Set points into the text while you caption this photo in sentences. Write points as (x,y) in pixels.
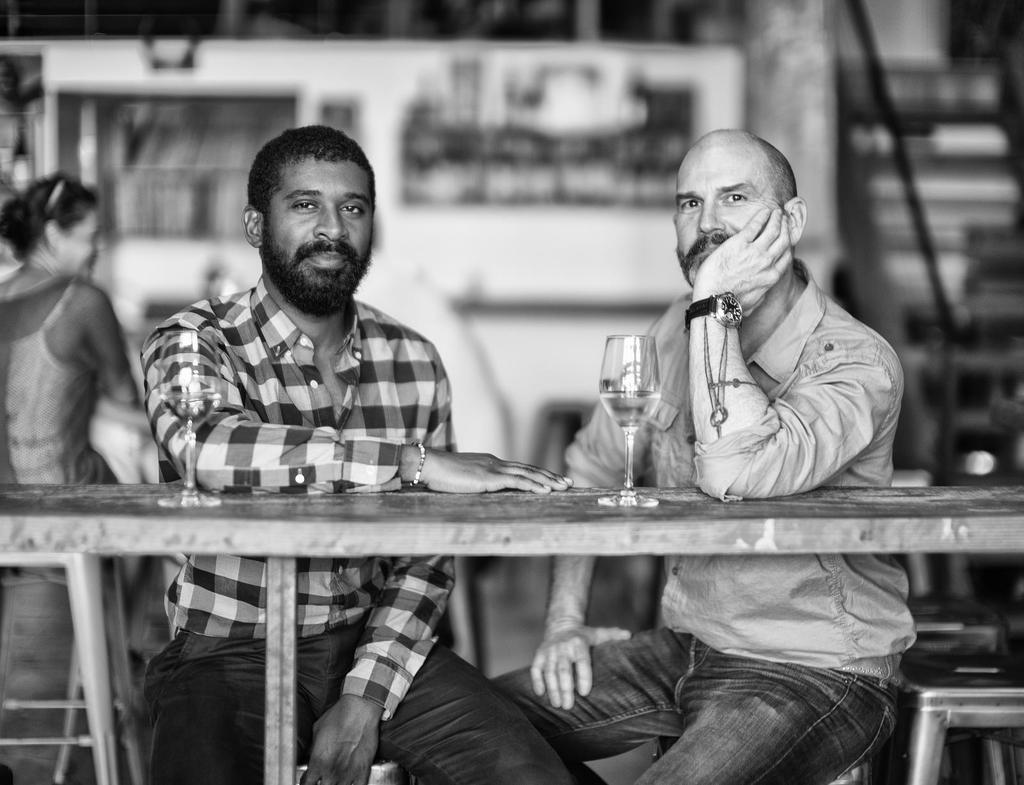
In the image there are two men (733,371) sitting on chair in front of a table (658,490). On table (611,527) we can see a glass (632,384) with some drink (618,398), on left side (63,352) there is a woman (71,291) standing.
